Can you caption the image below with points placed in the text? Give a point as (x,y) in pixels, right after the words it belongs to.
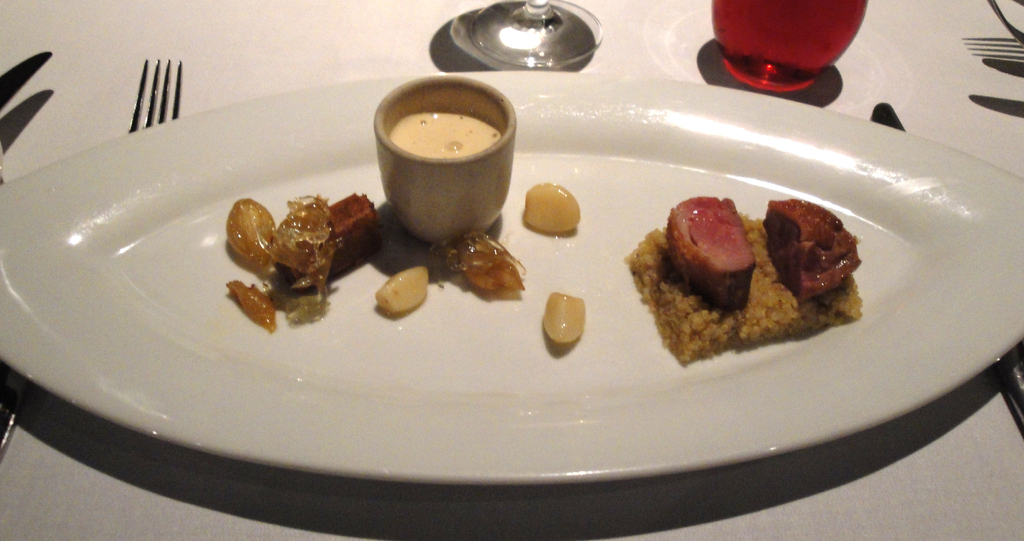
In this picture there is a tray (211,325) in the center of the image (650,336), which contains food items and a cup (441,132) of tea (441,132), there are glasses (476,15) at the top side of the image (779,47) and there are forks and knives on the right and left side of the image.
